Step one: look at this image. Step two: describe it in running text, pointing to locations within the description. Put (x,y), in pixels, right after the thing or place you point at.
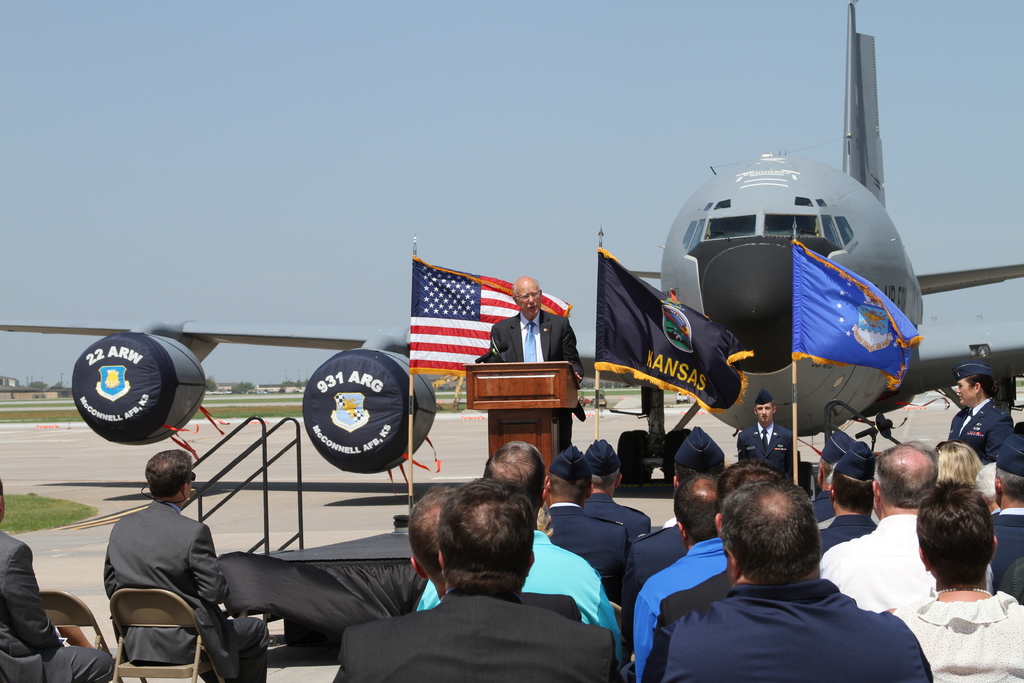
In this image I can see the group of people (547,494) with different color dresses (590,553). In-front of these people (550,497) I can see the person (529,331) in-front of the podium (511,395). To the back of the person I can see many colorful flags (466,305) and aircrafts (736,303) can be seen. In the background (660,245) I can see the sky (375,152).
